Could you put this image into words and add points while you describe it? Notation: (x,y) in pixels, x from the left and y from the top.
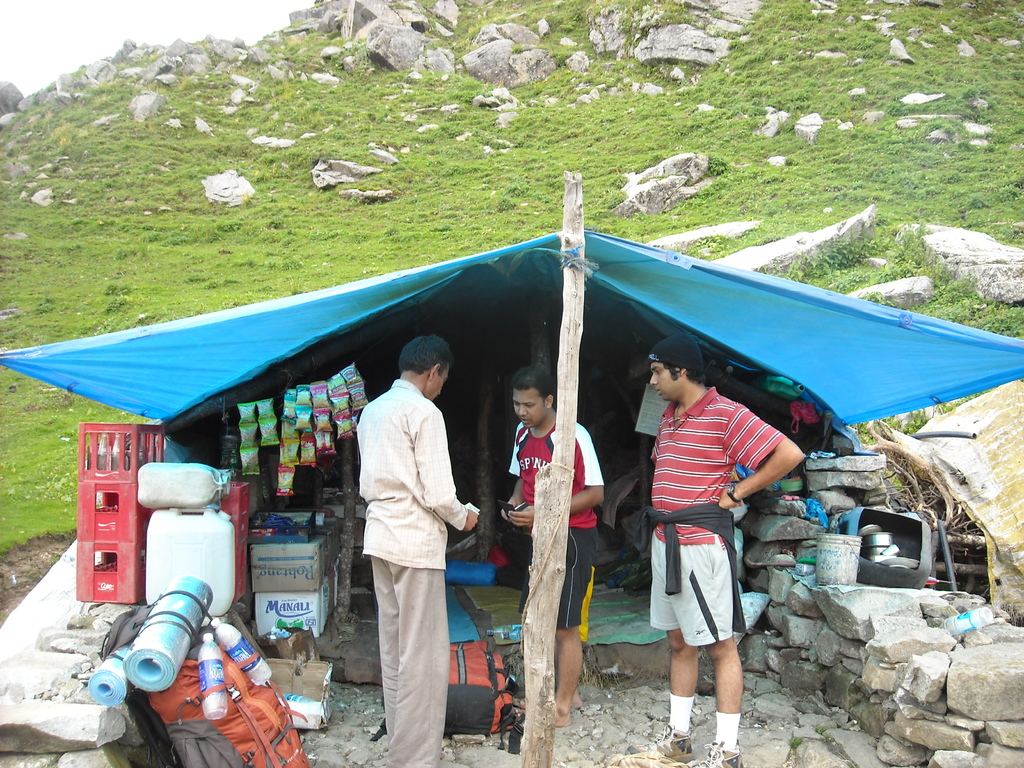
In this image we can see a shed (510,334), we can see a few people (676,421) standing, beside that we can see a wooden pole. And we can see water bottles (212,686), beside that we can see few objects (211,587). And we can see the stones (845,613) and grass (880,167), at the top (207,4) we can see the sky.
